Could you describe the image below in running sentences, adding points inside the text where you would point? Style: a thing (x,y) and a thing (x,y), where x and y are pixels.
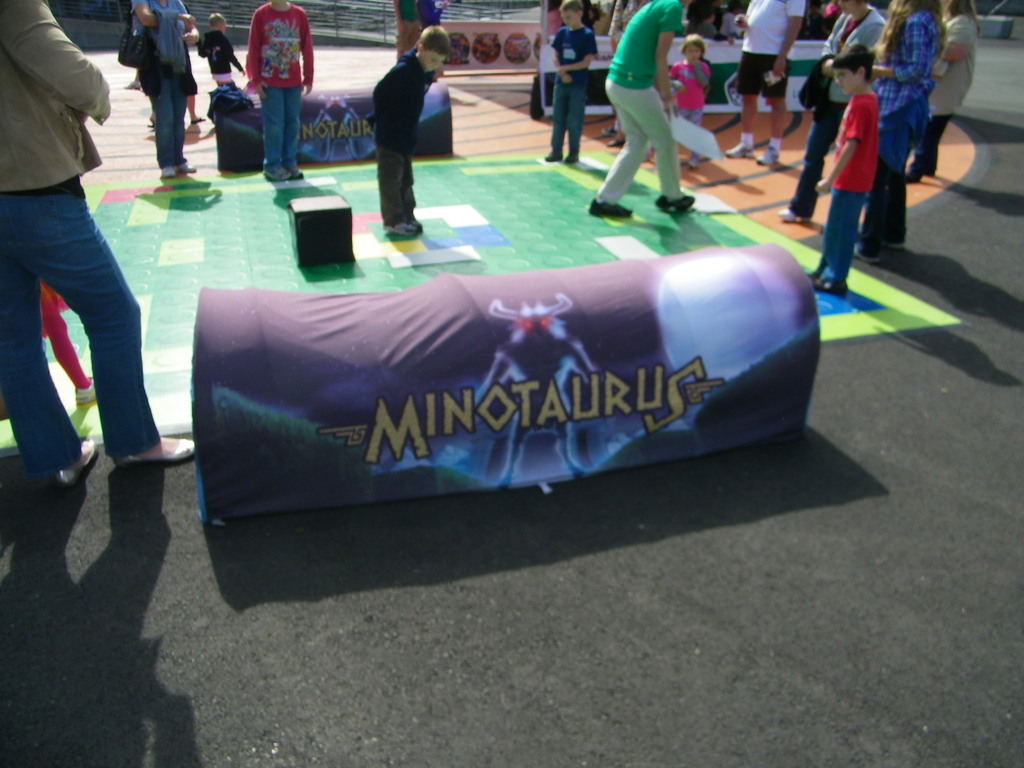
In the center of the image (534,360) we can see one man (412,207), one box (310,235) and two cylinder blocks (580,317) with banners (336,319) and we can see a few people (1,10) are standing and holding some objects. In the background (500,54) we can see the banners (482,55), fences (393,33) and a few other objects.
